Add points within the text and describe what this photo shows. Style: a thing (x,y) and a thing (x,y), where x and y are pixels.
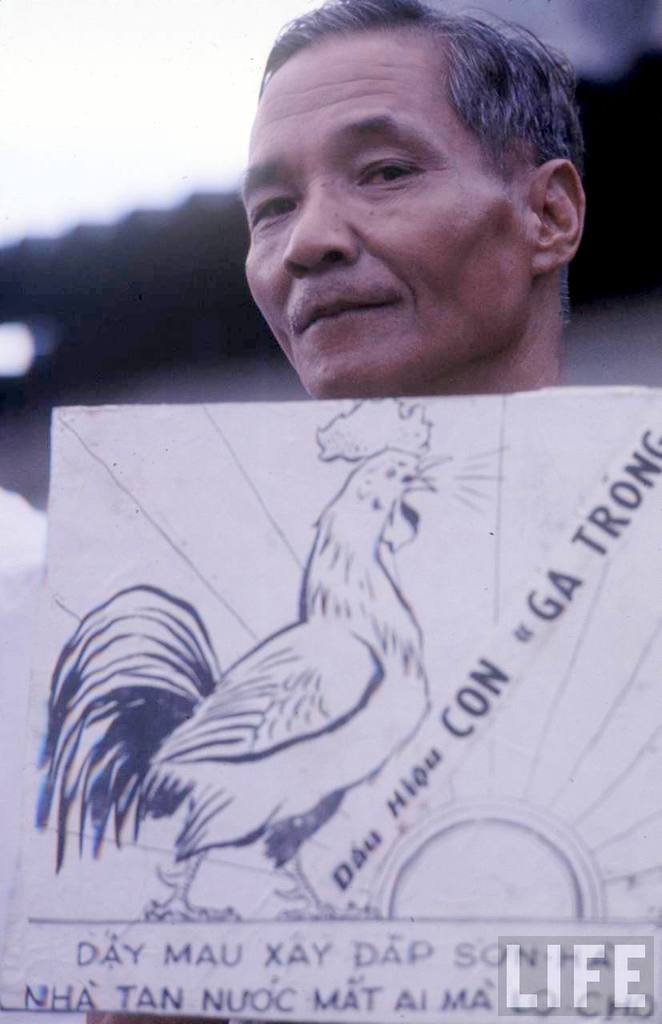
In this image, we can see an old man (369,348). At the bottom (452,819), there is a board (424,759). Some text (363,950) and rooster sketch (310,794) on it. Background (151,319) there is a blur view.
